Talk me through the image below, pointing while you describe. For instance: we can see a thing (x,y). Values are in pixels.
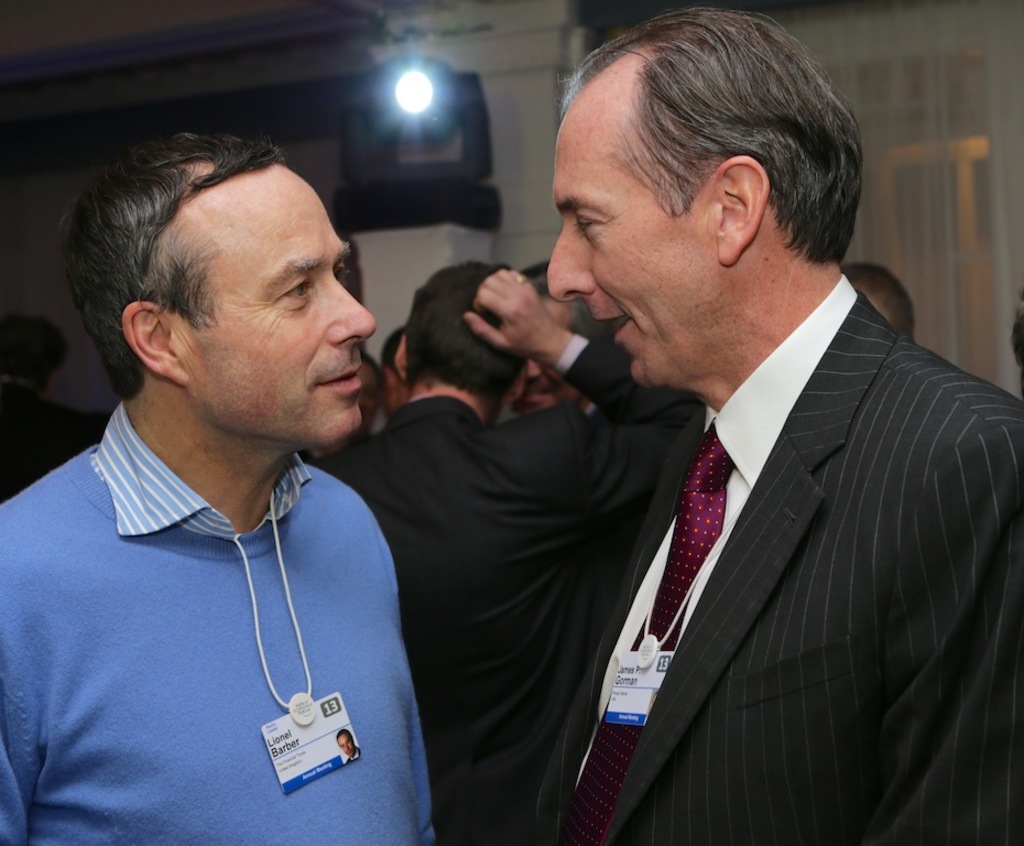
In this picture there are people (324,286). In the background of the image (911,118) we can see curtain (849,99), light (437,72) and wall (522,101).
